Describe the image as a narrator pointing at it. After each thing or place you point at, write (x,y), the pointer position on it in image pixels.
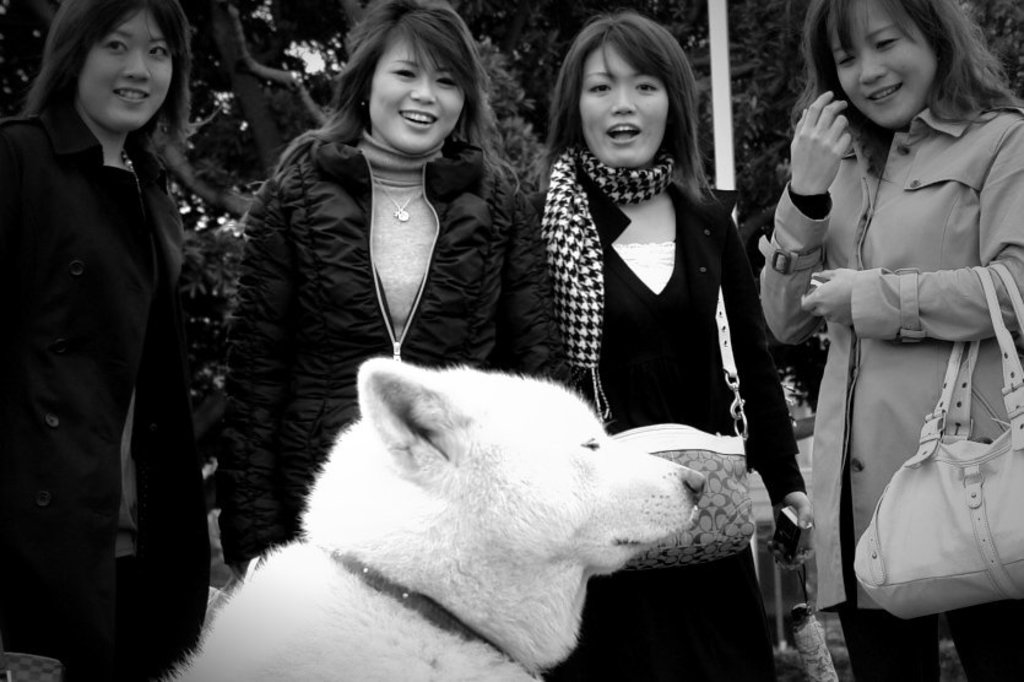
This picture is in black and white. In the picture, there are four women (702,242) wearing jackets (503,322). Towards the right (926,237), there is a woman (977,249) carrying a bag (964,507). Beside her, there is a another woman (557,238) carrying a phone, bag (744,445) and wearing a scarf (578,315). At the bottom (505,618), there is a dog (521,469). In the background (507,85), there are trees (738,61) and poles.
